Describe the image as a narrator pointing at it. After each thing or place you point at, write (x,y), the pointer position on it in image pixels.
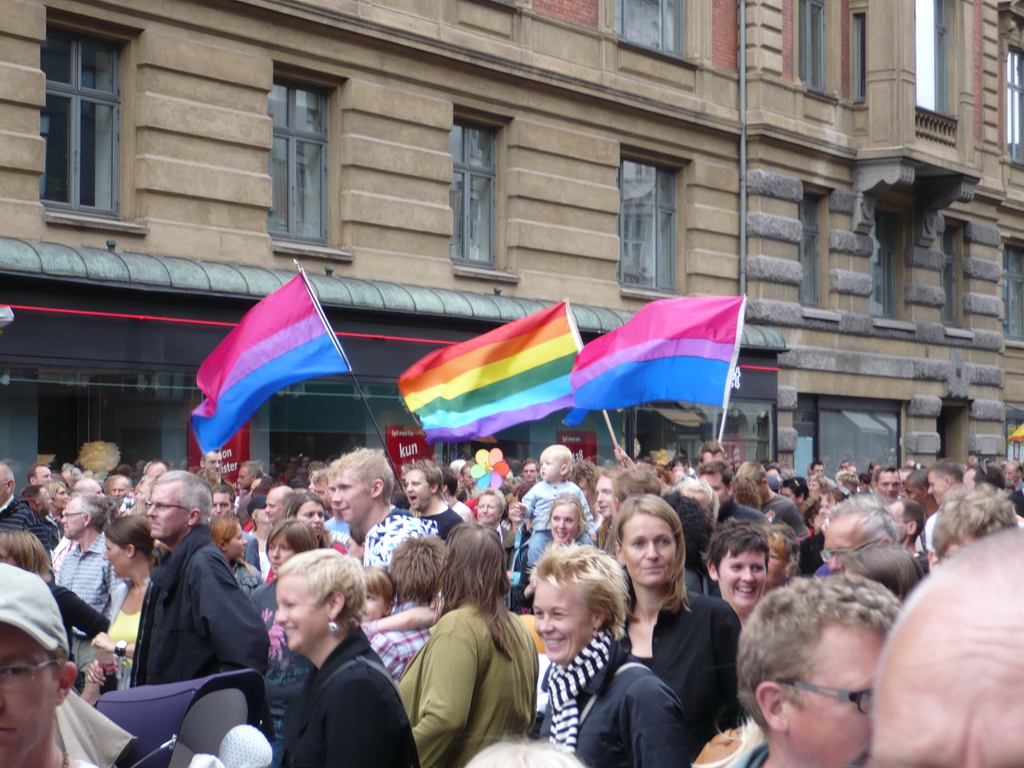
In this image I can see the group of people (398,657) with different color dresses (697,693). I can see one person (8,597) wearing the cap (23,603) and few people (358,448) are holding the flags (494,412). In the background (307,166) I can see the boards (233,443) and the building (350,138) with windows (369,436).
